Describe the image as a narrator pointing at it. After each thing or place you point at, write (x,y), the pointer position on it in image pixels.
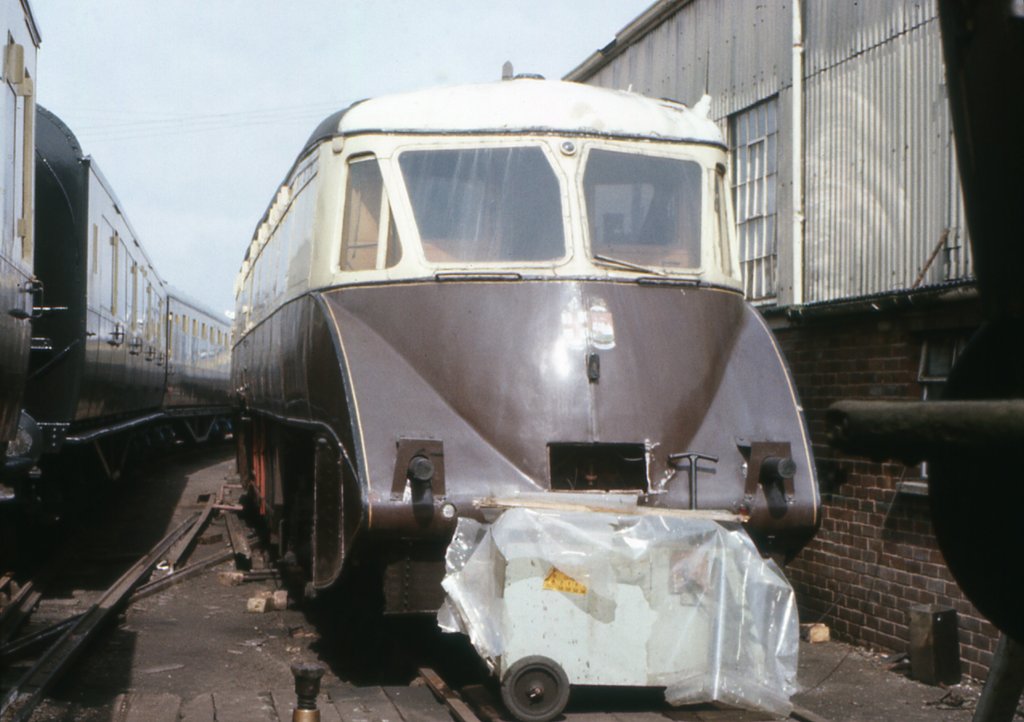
In this image, in the middle (549,363), we can see a train (569,377) and a another vehicle (687,561) which is covered with polythene cover (645,612). On the right side (856,222), we can also see a building (785,133), glass window (768,152) and a wall (922,485). On the left side (139,284), we can also see a train (20,298). At the top (257,70), we can see a sky (274,60), at the bottom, we can see some metal instrument (73,631).
